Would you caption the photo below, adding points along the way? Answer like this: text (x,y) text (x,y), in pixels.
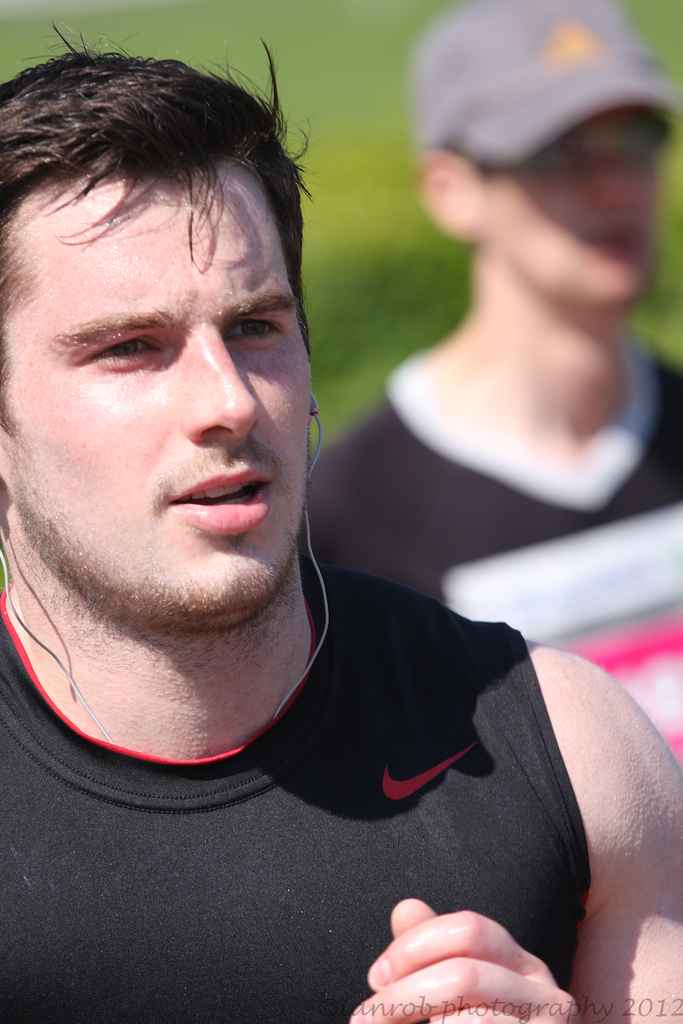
In this picture I can see a man (244,786) in front (24,705) and I see that he is wearing black color top (388,754). In the background (495,614) I can see a person (444,200) wearing a cap (524,144) and I see that it is blurred in the background (514,411).
